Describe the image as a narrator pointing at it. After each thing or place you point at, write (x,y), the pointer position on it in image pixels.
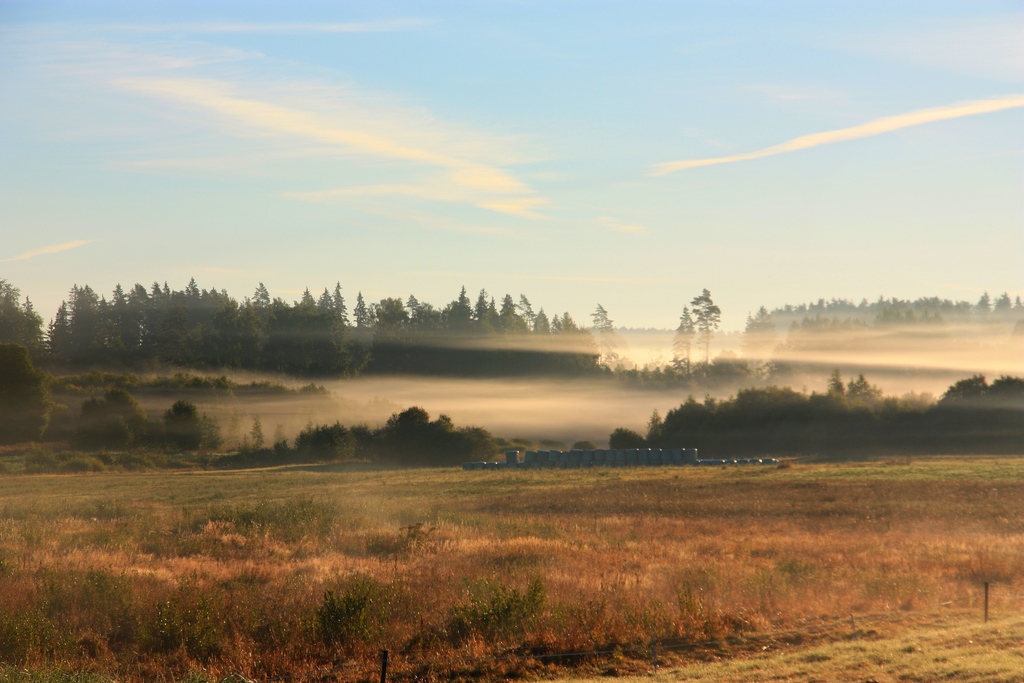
In this picture we can see some objects (555,450) on the ground (712,528), trees (771,453) and in the background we can see the sky (528,221) with clouds (381,152).
